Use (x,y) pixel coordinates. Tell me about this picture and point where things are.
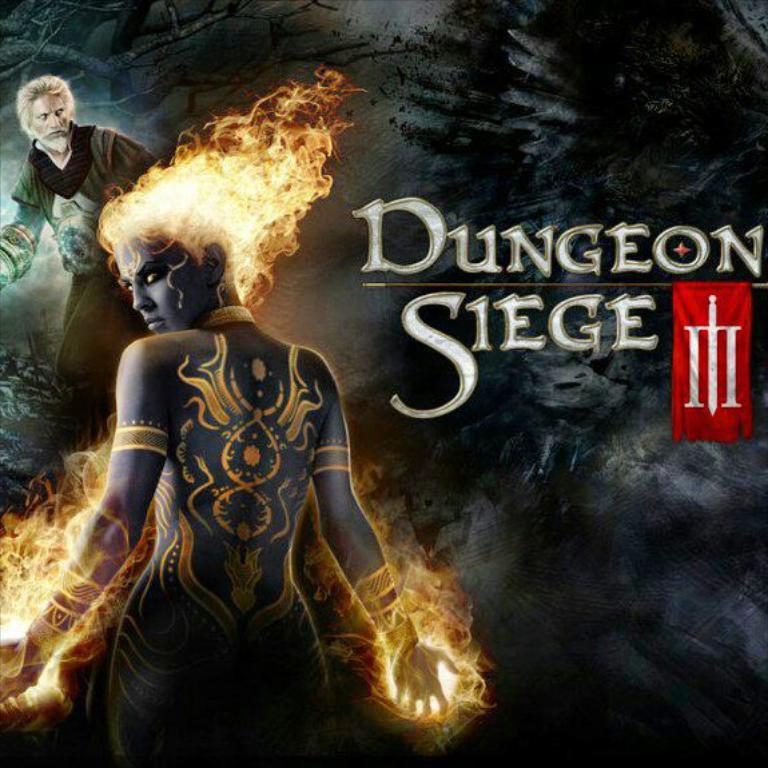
In this image I can see a person (171,425) standing. Background (47,180) I can see the other person (49,197) wearing green coat (102,184) and I can also see something written on it.
